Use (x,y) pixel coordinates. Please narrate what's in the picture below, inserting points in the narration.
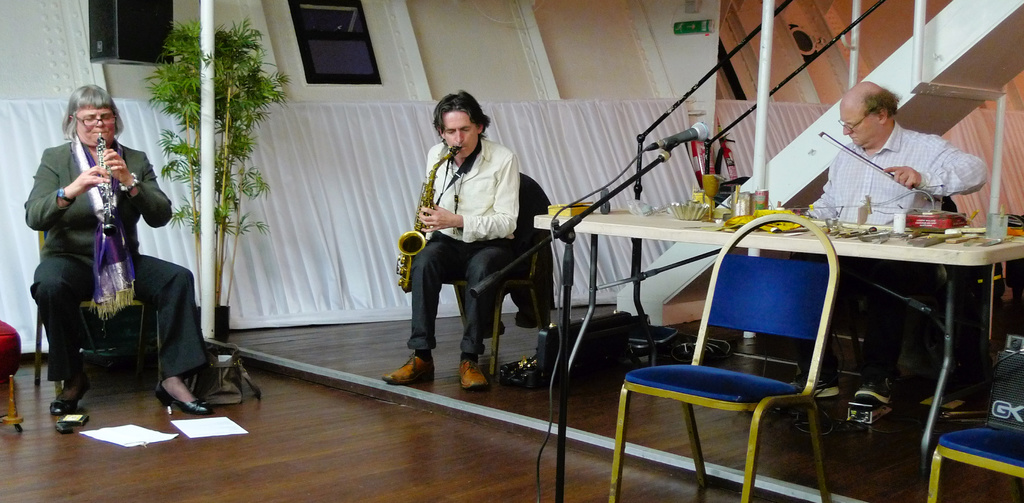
In this picture there are three people (99,267) sitting and playing musical instruments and there are objects (935,213) on the table (801,242) and there is a microphone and there are chairs (686,407). At the back (668,250) there is a staircase (654,264) and there is a board (688,34). At the bottom (540,367) there are papers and there are objects (521,361) on the floor (289,484). On the left side of the image (218,34) there is a plant (231,45) and there is a chair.
